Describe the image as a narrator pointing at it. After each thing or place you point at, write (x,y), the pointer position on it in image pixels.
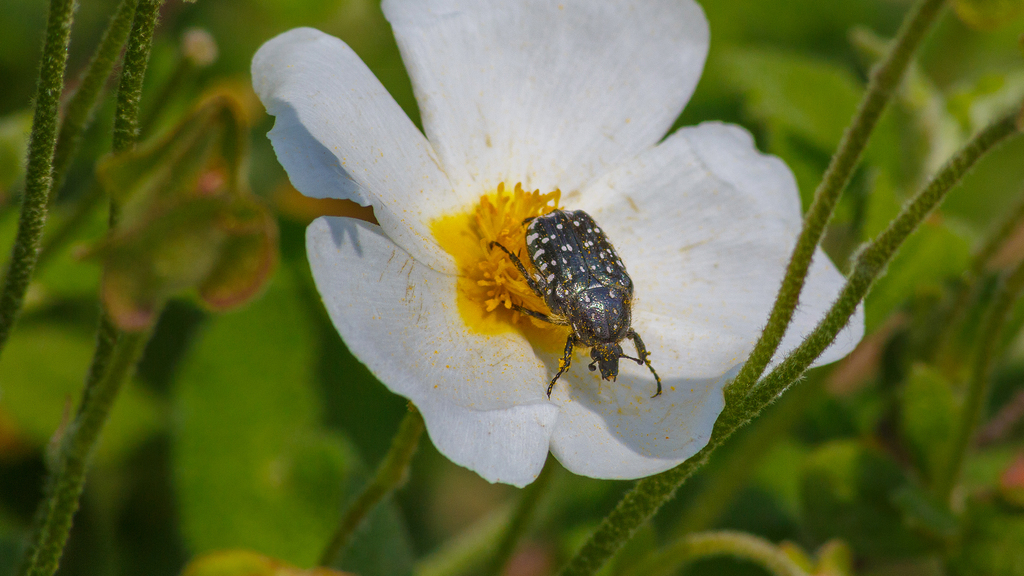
In this image I can see an insect (561,377) which is in black color and the insect (572,351) is on the flower (454,315), and the flower (463,394) is in white and yellow color and I can see green color background (799,133).
